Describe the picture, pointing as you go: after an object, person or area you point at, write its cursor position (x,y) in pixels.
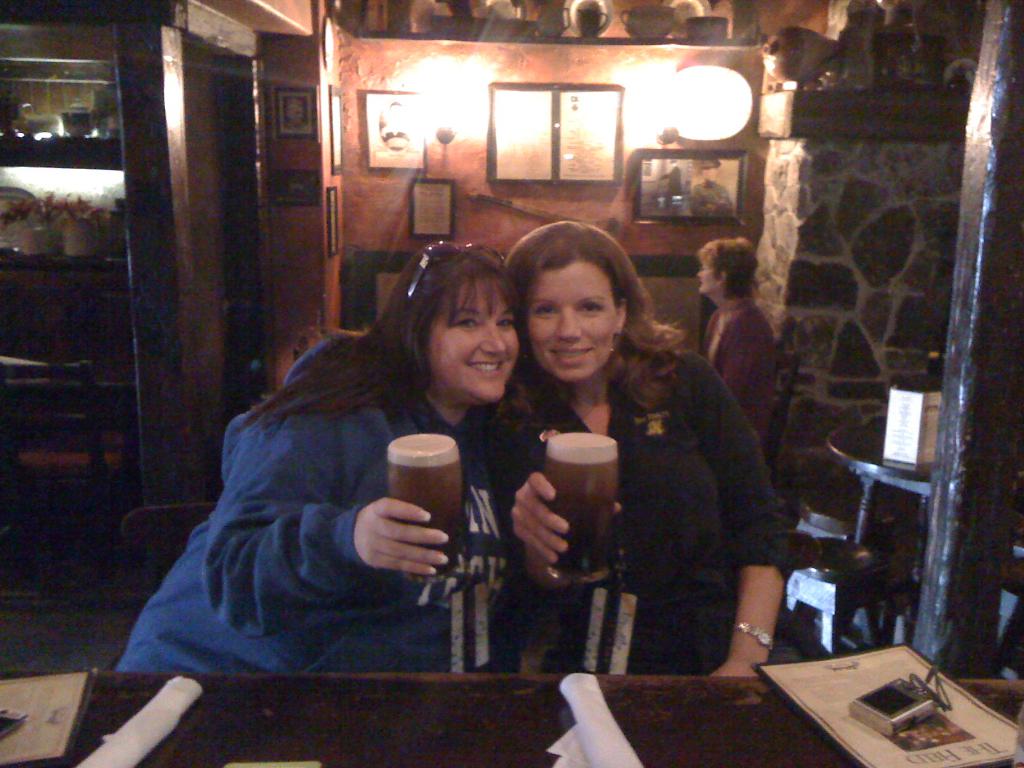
In this picture two woman (691,438) who are sitting front having some beer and one more woman (746,332) who is sitting behind over here.
